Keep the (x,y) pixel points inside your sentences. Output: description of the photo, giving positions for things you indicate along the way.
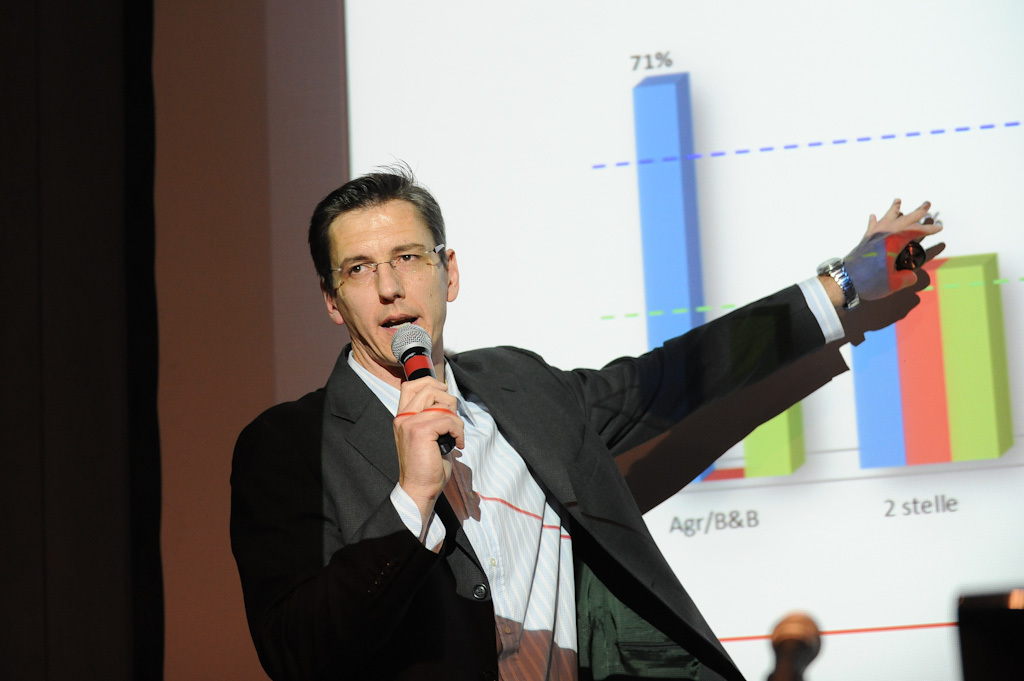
In this image we can see a man (353,398) wearing blazer (514,423) is holding a mic (415,379) in his hand (409,398) and speaking. In the background (654,227) we can see projector screen (630,260).
